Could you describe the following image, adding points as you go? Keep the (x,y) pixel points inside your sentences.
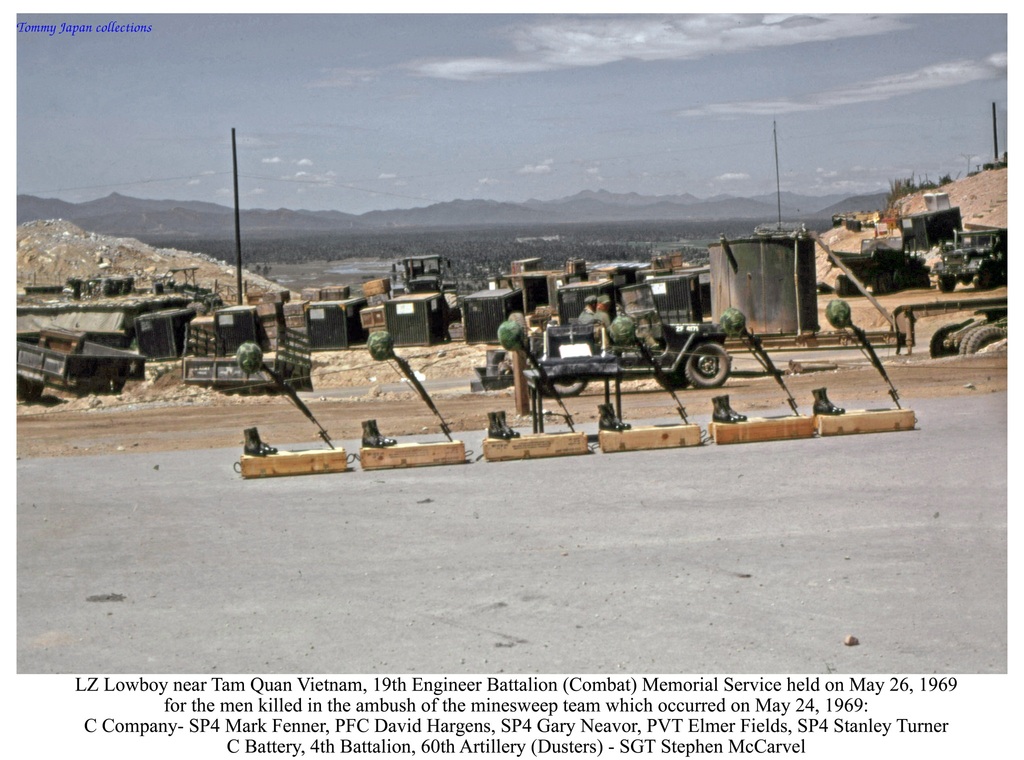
In the center of the image (665,337) there are vehicles (700,340) and we can see people (594,313) sitting in the vehicles (643,324). At the bottom (134,544) there is a road (426,519) and we can see things (365,458) placed on the road (954,408). In the background (435,314) there are blocks (337,311), poles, hills (463,215) and sky (462,72). At the bottom (336,693) there is text (522,717).
